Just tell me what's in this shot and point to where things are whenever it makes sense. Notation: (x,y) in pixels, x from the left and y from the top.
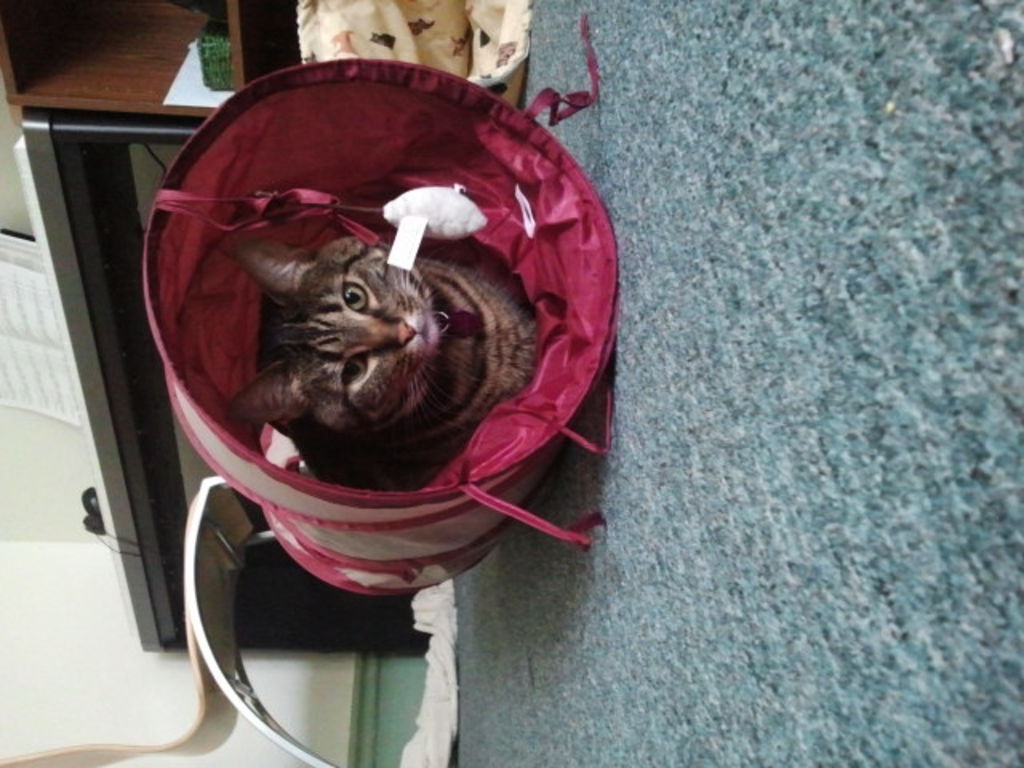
In this image there are objects (305,61) truncated towards the top of the image (271,49), there is a table (394,636), there are objects (196,47) on the table (158,69), there is the wall (66,486) truncated towards the left of the image (39,514), there are objects (23,264) truncated towards the left of the image (7,258), there is a chair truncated towards the bottom of the image (171,738), there is a cloth (449,742) truncated towards the bottom of the image (431,660), there is a cat (338,351), there is an object (362,534) on the mat (698,317), there is a mat (688,401) truncated.
